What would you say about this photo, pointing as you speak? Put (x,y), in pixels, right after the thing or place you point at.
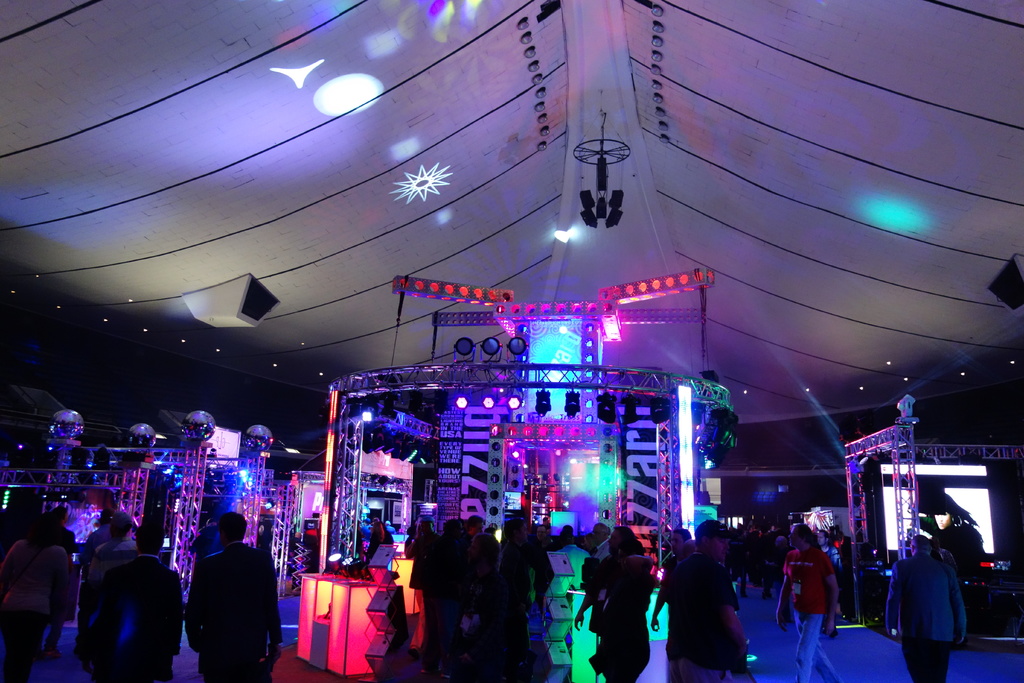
The image is taken inside the tent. In the center of the image (512,369) we can see stalls (506,369). At the bottom (474,606) there are people (250,641) walking. We can see lights (460,402).
